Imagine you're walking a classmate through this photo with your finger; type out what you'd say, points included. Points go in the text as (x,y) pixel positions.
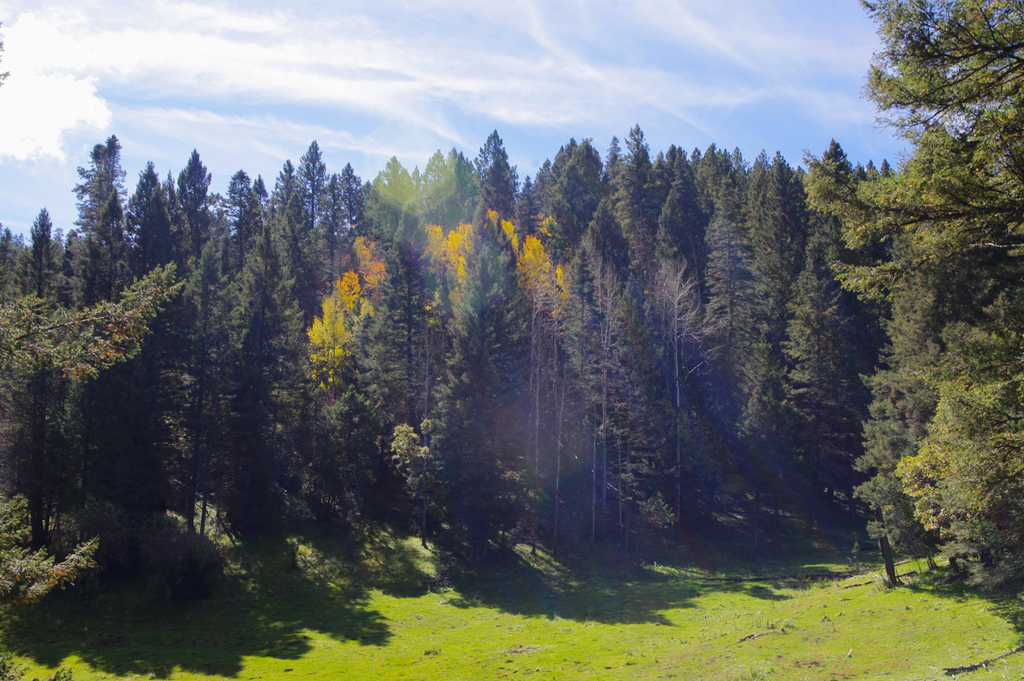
In this picture we can see grass (596,636), few trees (653,429) and clouds (596,105).
